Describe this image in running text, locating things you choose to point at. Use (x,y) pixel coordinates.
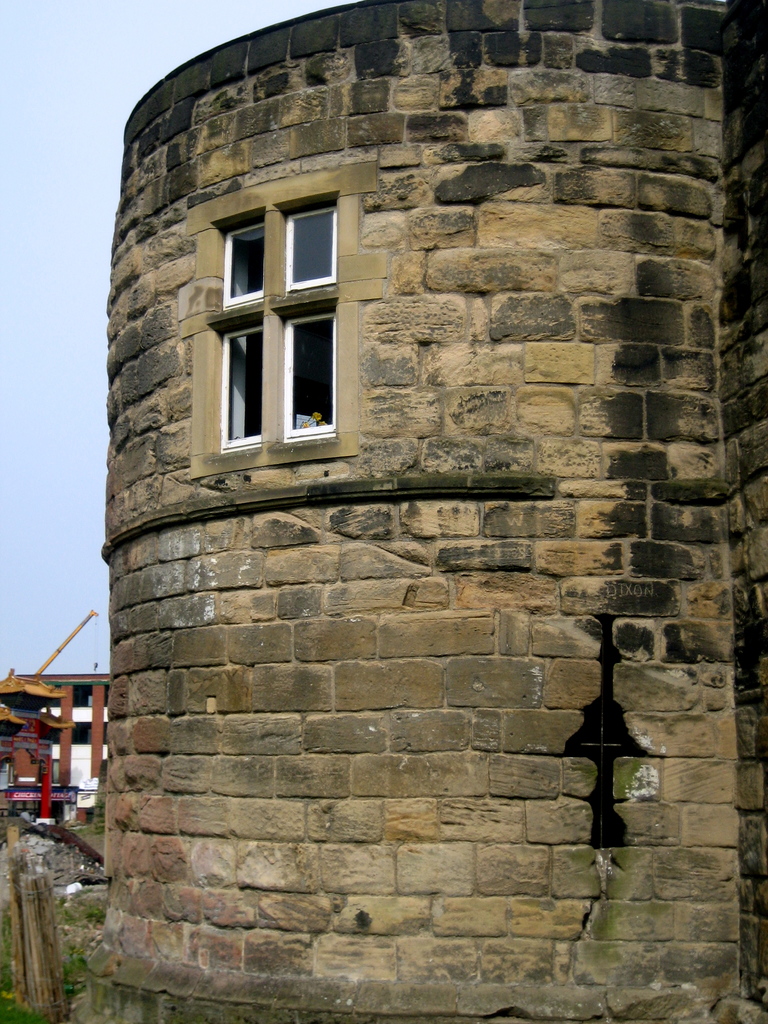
In this picture there is a building (603,169) on the right side of the image (602,714) and there are windows (290,367) on it, there is a roof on the left side of the image (2,732).
